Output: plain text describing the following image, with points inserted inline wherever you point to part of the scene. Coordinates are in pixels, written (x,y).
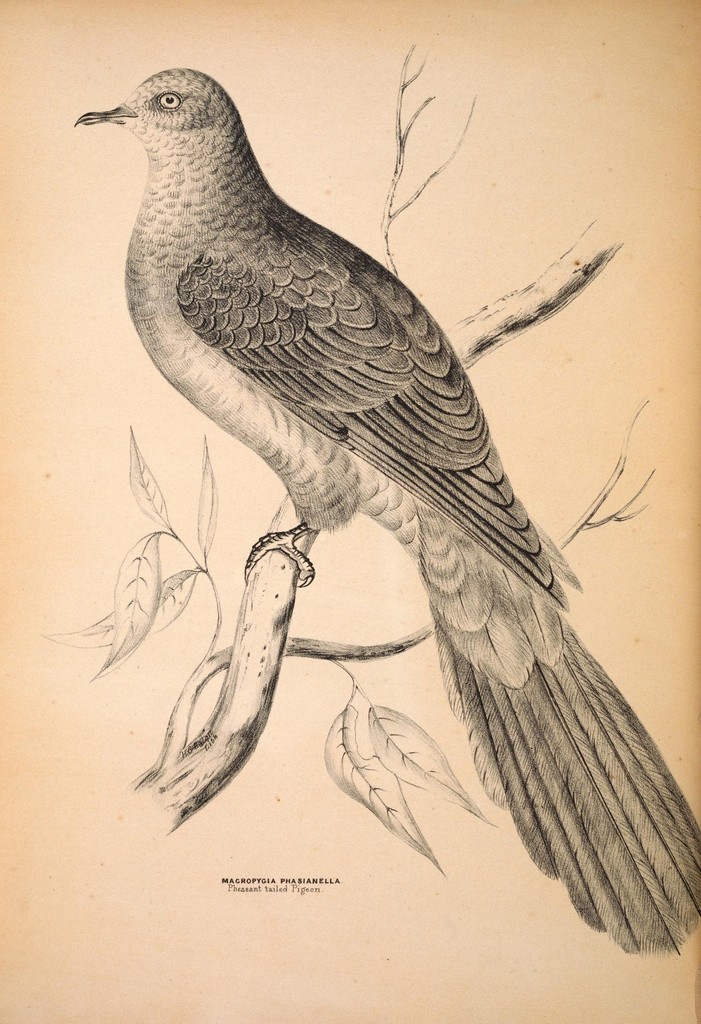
This is a picture of a drawing (291,83). In this picture we can see a bird (315,295), branches (200,679), leaves (374,722). At the bottom portion of the picture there is something written.
